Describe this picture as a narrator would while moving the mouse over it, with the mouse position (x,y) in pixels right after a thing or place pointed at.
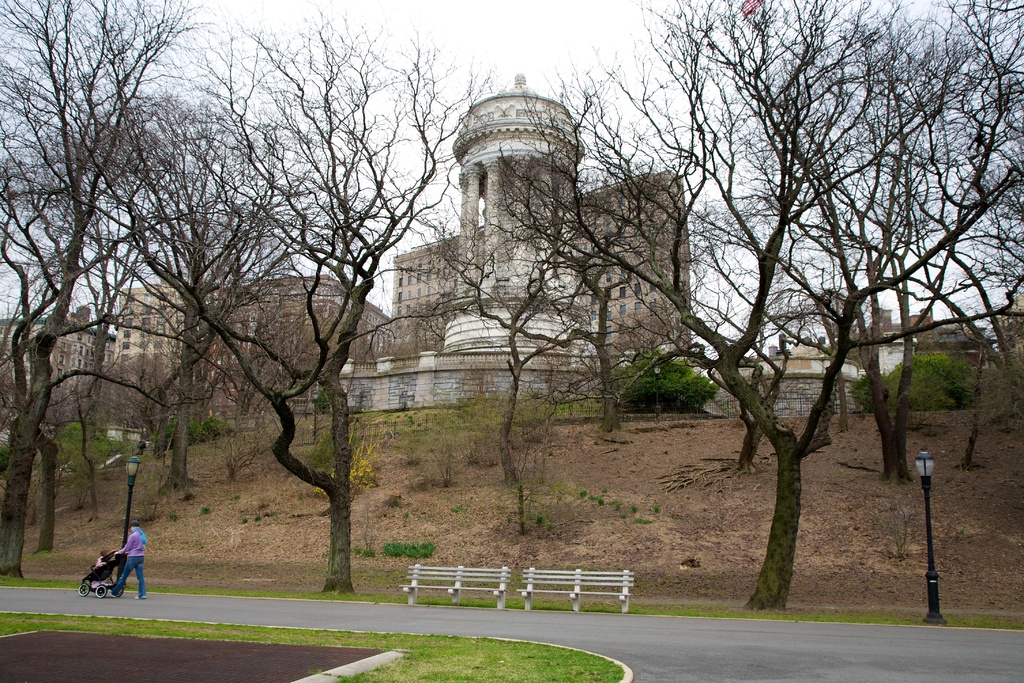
In this image I can see trees (94,262) and buildings (483,234) and the sky (533,48) visible in the middle (480,248) at the bottom (31,604) I can see a road (200,618) and benches (555,576) kept on the ground (549,649). And a person (141,577) holding a baby chair (93,584) walking on the road (102,605).
